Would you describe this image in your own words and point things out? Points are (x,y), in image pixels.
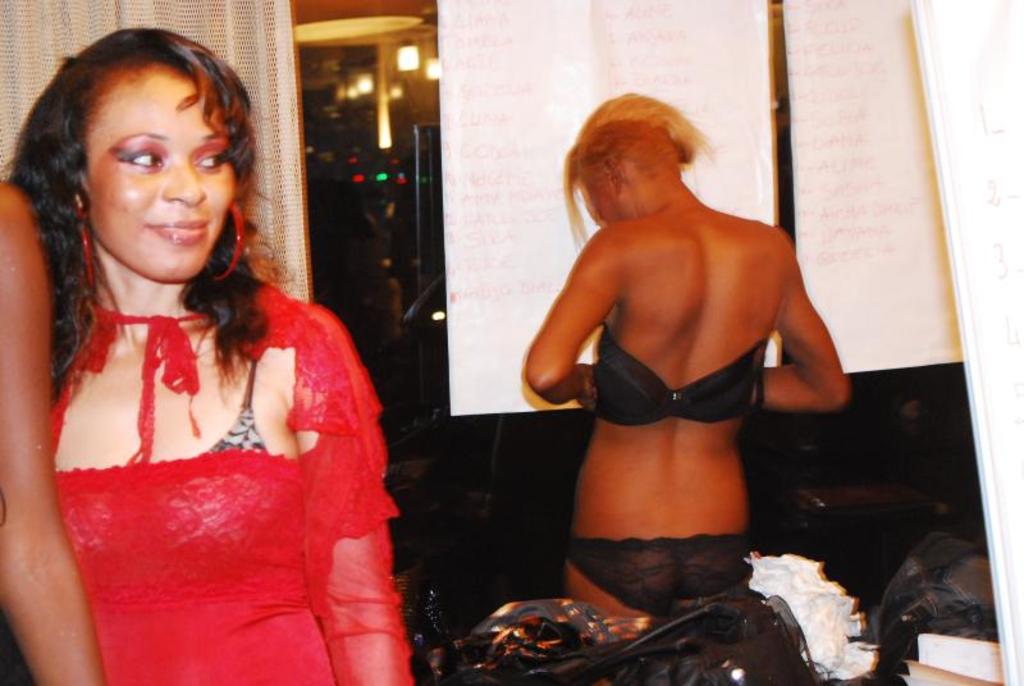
In this picture, there are two human (110,76) one on the left side (339,628) and one on the right side (700,549).
